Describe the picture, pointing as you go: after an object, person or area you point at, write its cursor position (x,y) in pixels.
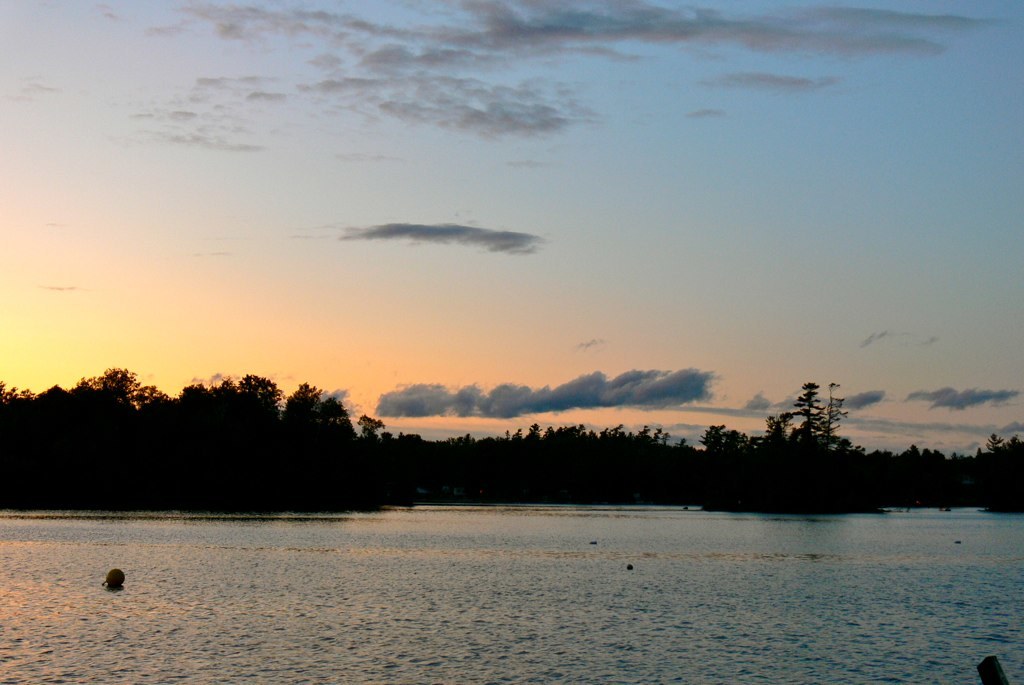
In this picture we can see water (432,530), few trees (432,469) and clouds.
